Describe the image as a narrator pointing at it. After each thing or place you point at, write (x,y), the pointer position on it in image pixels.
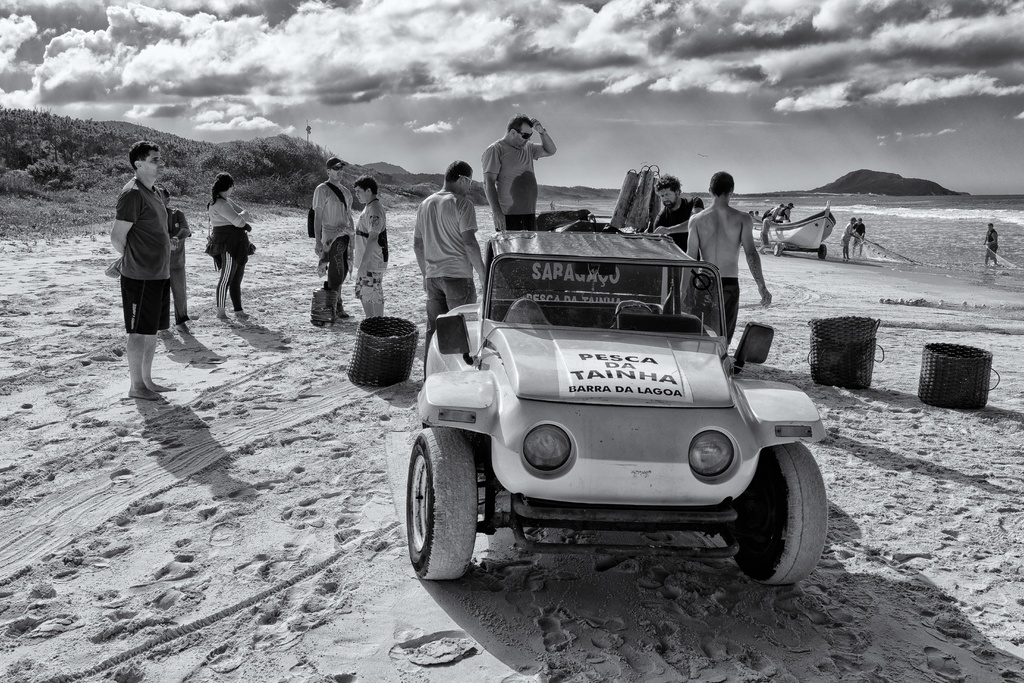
Few persons (467,236) are standing. We can see water (896,222), boat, vehicle (514,394) on the sand (231,537). On the background (207,148) we can see trees (259,153), sky (427,146) with clouds (399,57).
